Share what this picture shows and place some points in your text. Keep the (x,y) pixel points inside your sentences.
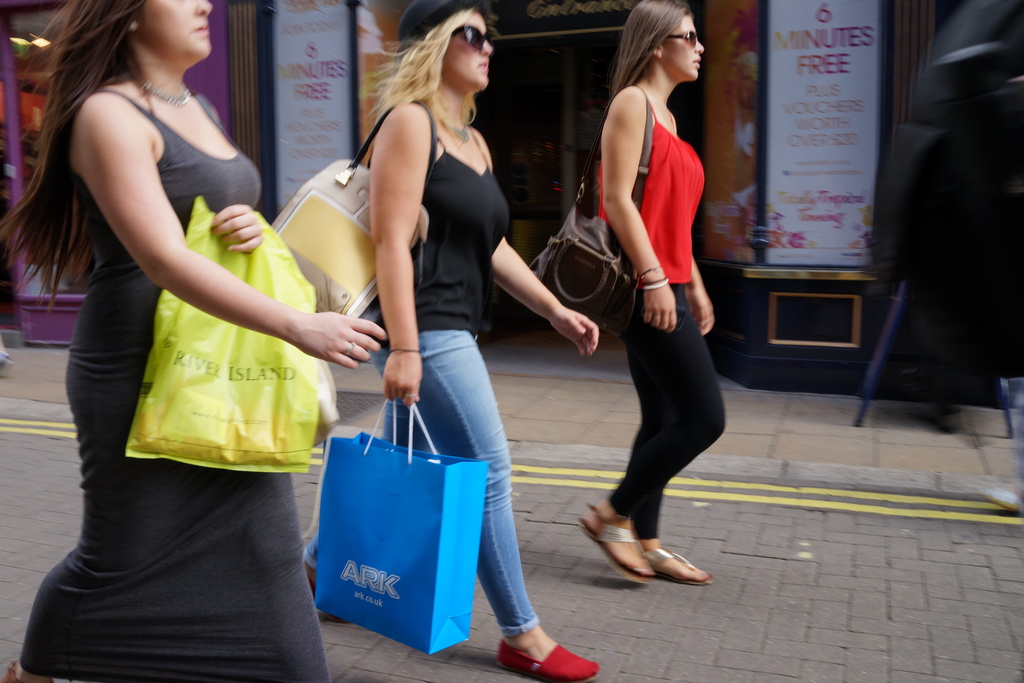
In this picture there are girls (263,239) in the center of the image (554,230) and there are posters (327,42) and stalls (387,7) in the background area of the image (327,30).
